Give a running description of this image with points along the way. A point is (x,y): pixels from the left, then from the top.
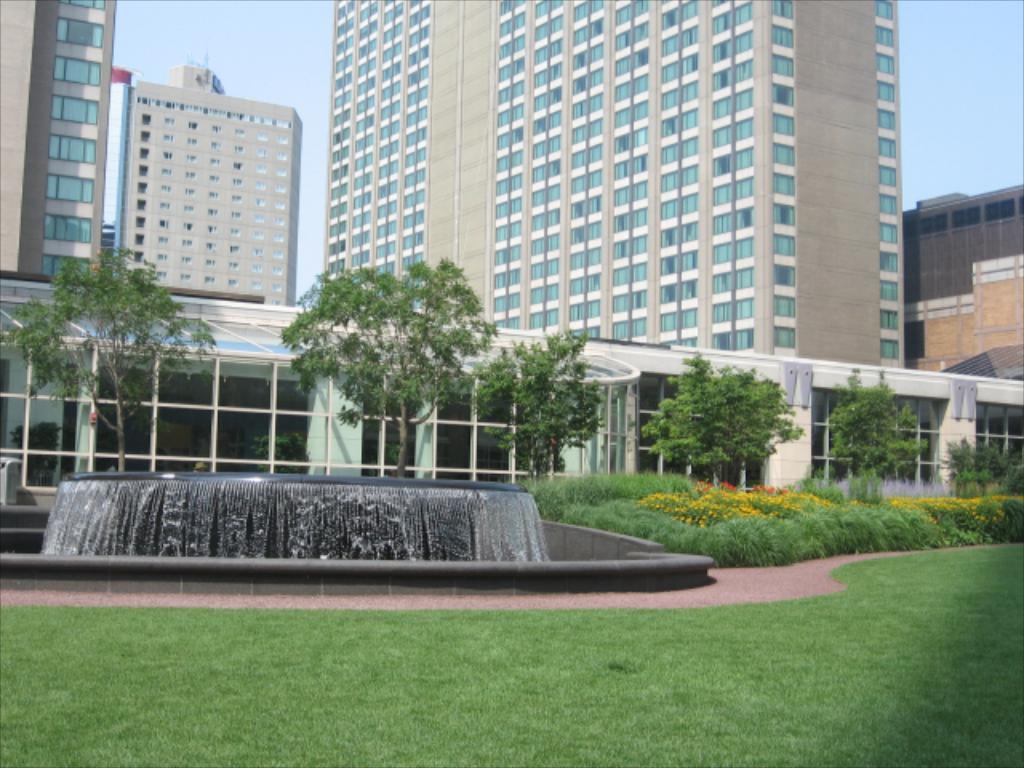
In this image there are buildings (395,229). At the bottom (390,539) we can see a fountain (224,540) and trees (998,460) and there is grass (409,686). In the background (969,99) there is sky (953,79).
